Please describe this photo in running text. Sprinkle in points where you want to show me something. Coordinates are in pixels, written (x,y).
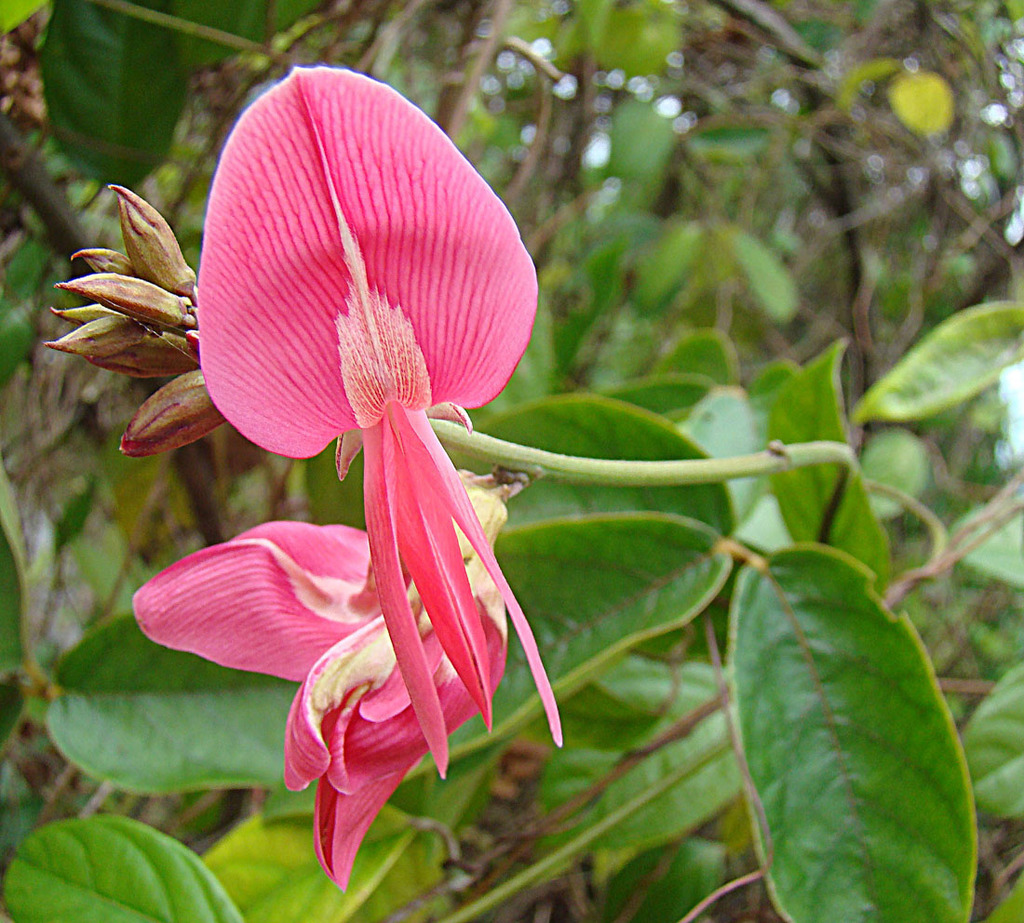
In this image we can see flower (311,433) and buds (178,318) to a plant (455,395). Behind the flowers (406,422) we can see few more plants (271,902).
